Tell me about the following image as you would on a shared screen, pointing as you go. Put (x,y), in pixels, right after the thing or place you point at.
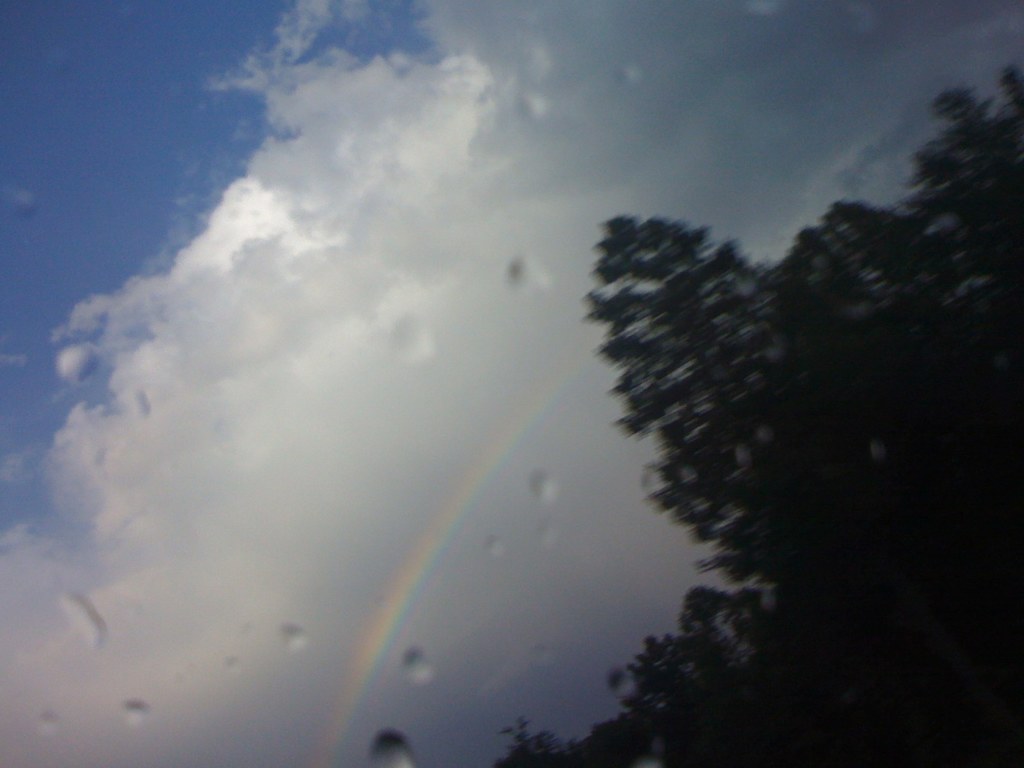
On the right side of the image (776,479) there are some trees (848,380). In the background of the image (196,241) there is a sky (307,162) with clouds (437,214) and rainbow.
